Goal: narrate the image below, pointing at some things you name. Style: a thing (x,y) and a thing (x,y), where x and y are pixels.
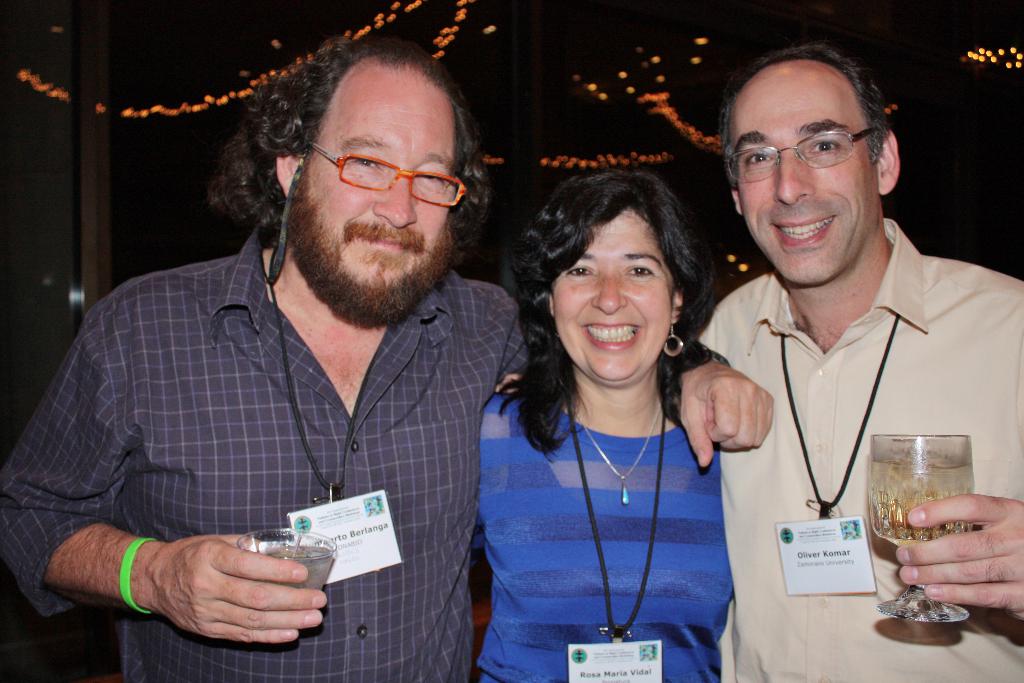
In this image I can see three persons (638,238) and are holding glasses (874,460) in hand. In the background (153,123) I can see lights (209,102) and a wall (189,95). This image is taken may be in a restaurant (518,49).
